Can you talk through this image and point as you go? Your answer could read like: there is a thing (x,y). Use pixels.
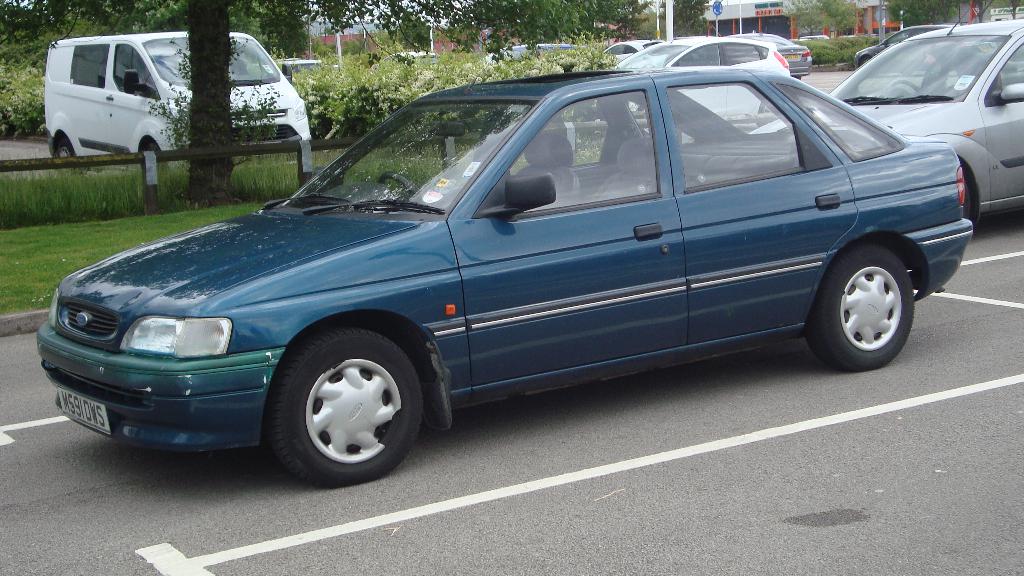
In this picture we can see vehicles (426,261) on the road (784,402) and in the background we can see trees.
